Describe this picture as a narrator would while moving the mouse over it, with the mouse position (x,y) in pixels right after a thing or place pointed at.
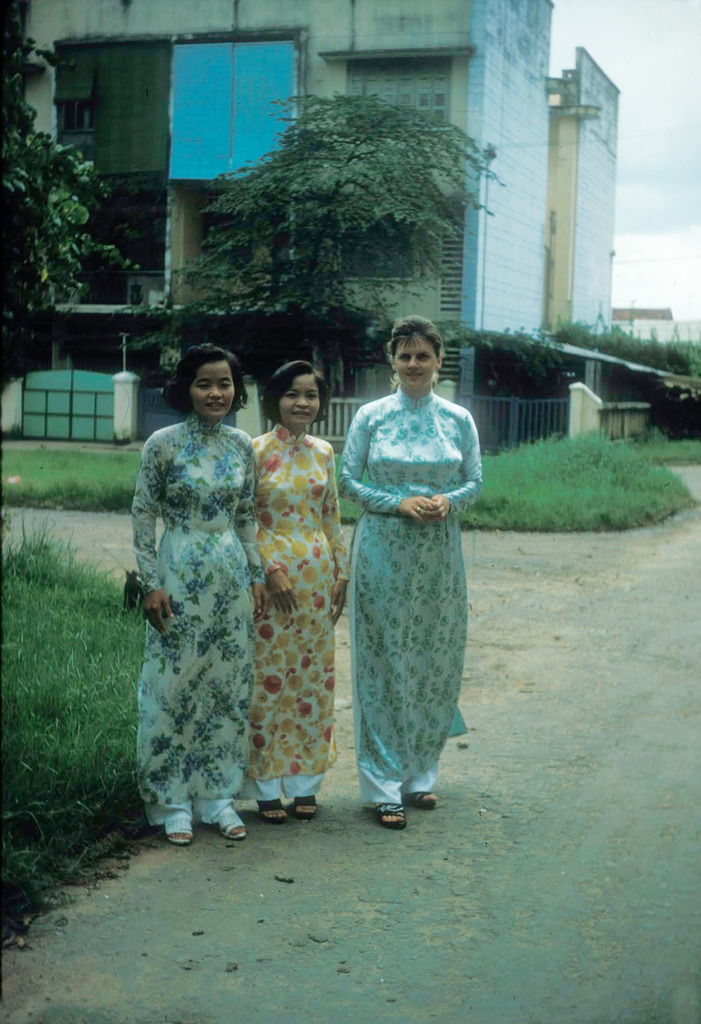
On the left side (192,503), there are three women (359,524) in different color dresses (203,521), smiling and standing on the road (251,871). Behind them, there is grass (71,662). In the background (544,303), there are buildings (511,312), trees (297,312), a fence (585,395) and grass (650,456) on the ground (665,455) and there are clouds (665,239) in the sky (665,239).
